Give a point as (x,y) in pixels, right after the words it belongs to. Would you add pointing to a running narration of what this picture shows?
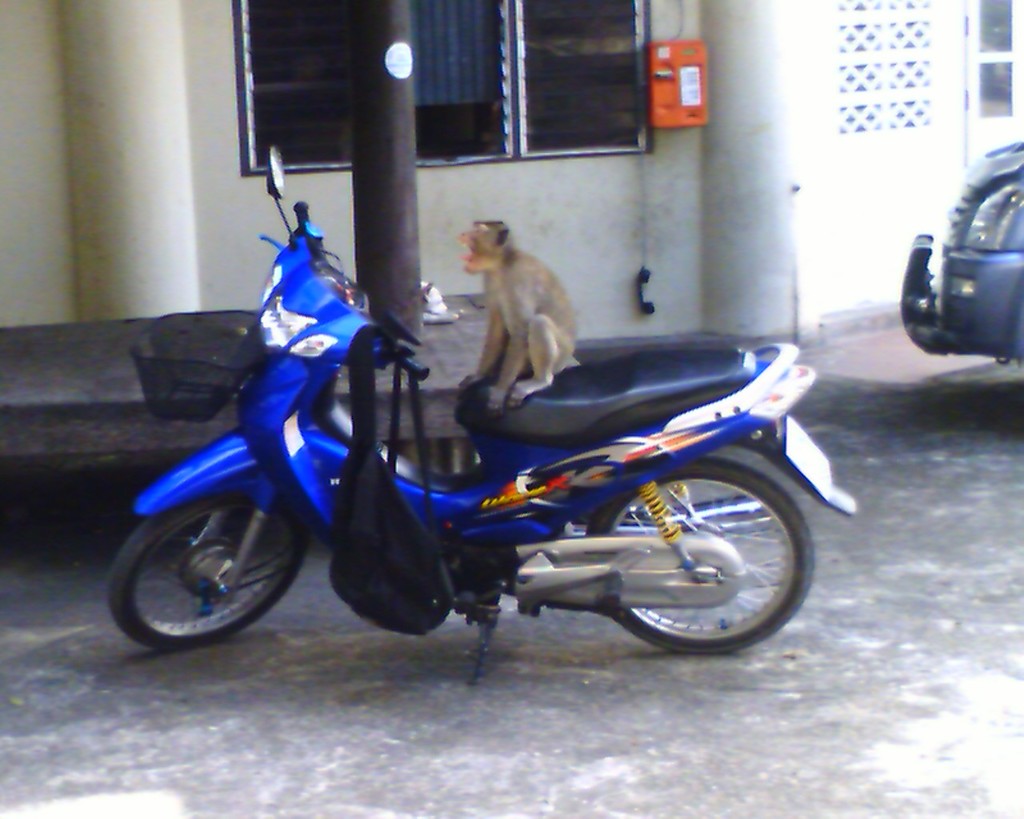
There is a monkey (510,309) sitting on a scooter (397,353). On the scooter (526,444) there is a bag (428,475). In the back (419,115) there is a building (122,108) with windows (441,57), pillar (409,32). On the wall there is a telephone (672,81). On the right side (946,247) we can see a part of a vehicle (953,262).
